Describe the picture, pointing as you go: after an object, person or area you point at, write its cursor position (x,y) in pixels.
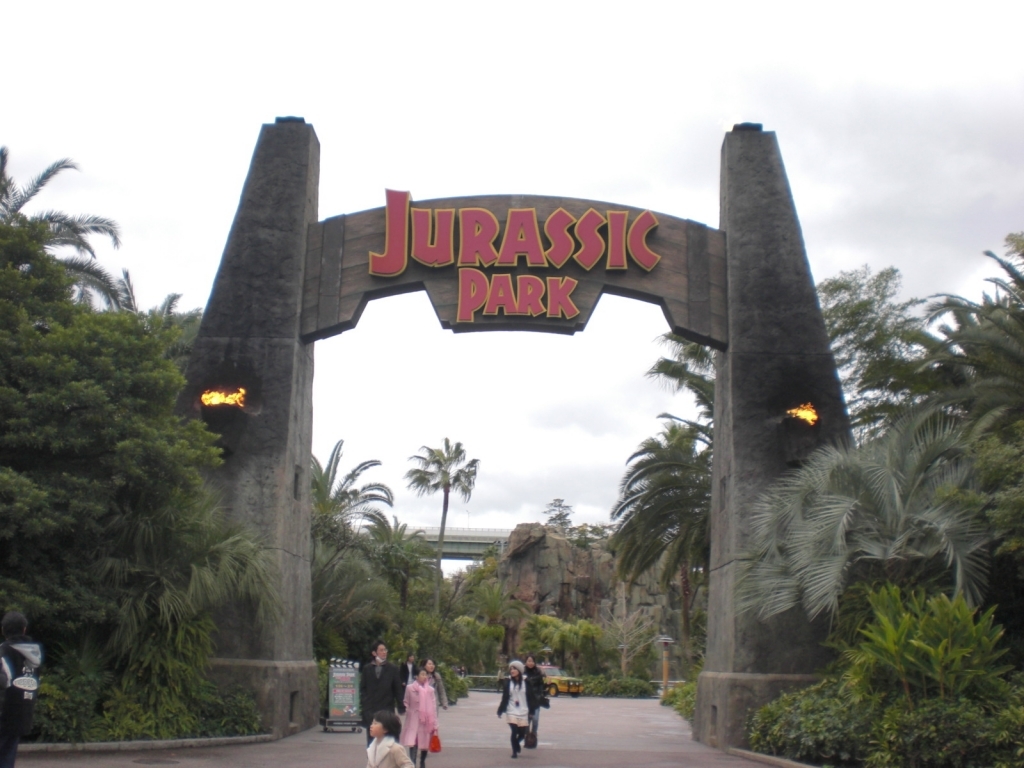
This image is taken outdoors. At the top of the image (206,101) there is the sky (198,108) with clouds (492,81). At the bottom of the image (618,739) there is a floor (618,739). In the middle of the image (453,457) there are many trees (153,403) and plants (937,665) with leaves (937,537), stems (937,537) and branches (940,413). There is an arch (581,261) with walls (352,282) and there is a text (450,259) on the wall (660,265). There are two fire lamps (815,420). A few people (424,665) are walking on the floor (579,702) and a vehicle (579,682) is parked on the floor (608,726).
